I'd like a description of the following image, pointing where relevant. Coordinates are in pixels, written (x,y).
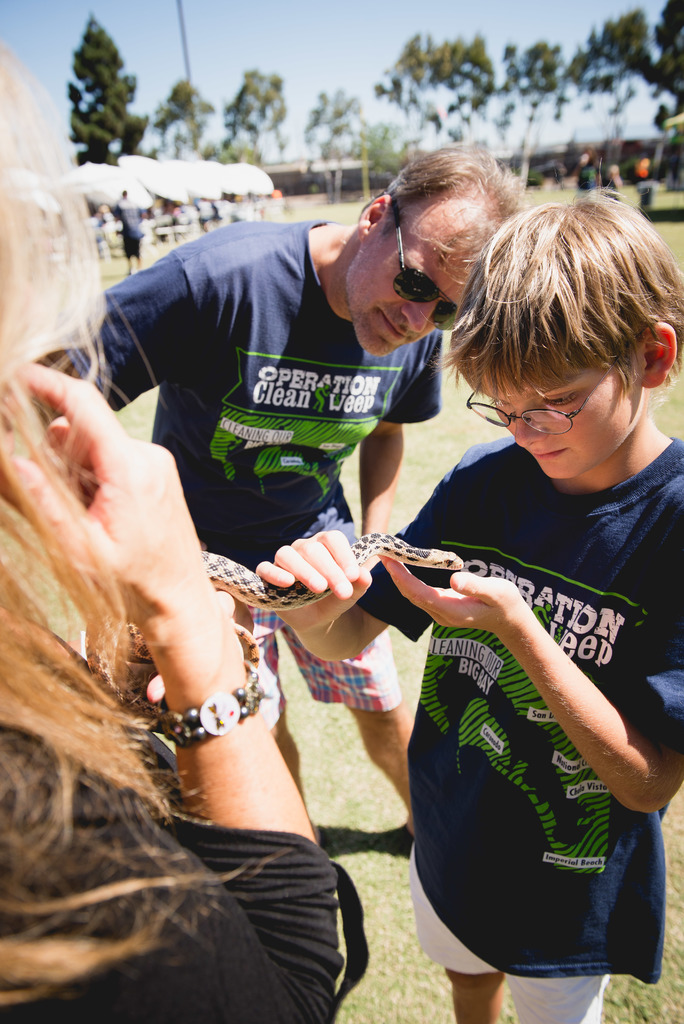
In this image I can see two persons (529,711) wearing t shirts (591,557) and shorts (415,894) standing, two of them are wearing glasses (413,283). A person (459,322) on the right side (506,602) is holding a snake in his hand (476,586), to the left side of the image (206,663) I can see a woman (136,864) wearing black dress (190,921) is standing. In the background (143,213) i can see few umbrellas (219,177), few persons (591,173) standing, few trees (526,163) and the sky (322,46).
